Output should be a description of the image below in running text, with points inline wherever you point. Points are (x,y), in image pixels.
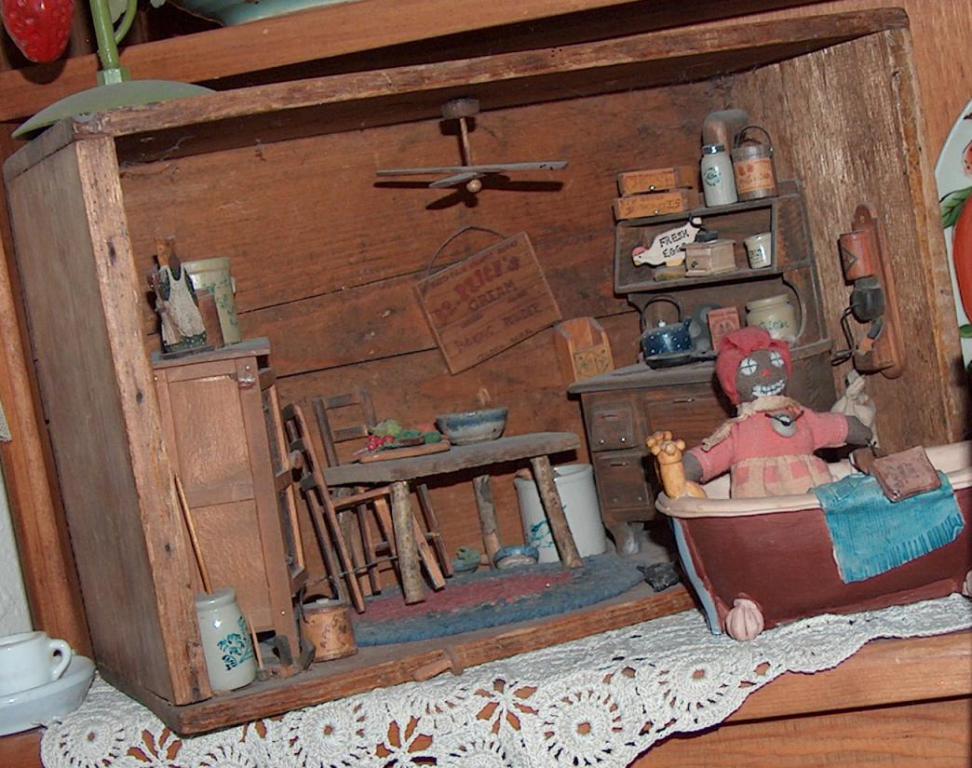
The picture consists of wooden object toys (670,437), table (463,458), fan (470,184), jars (721,165), cups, bowls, tools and other objects (309,442). On the left (55,667) there is a cup (33,654) and saucer (10,704). At the bottom (420,724) there is a cloth (620,642). At the top (110,48) there is an iron object (105,83).
